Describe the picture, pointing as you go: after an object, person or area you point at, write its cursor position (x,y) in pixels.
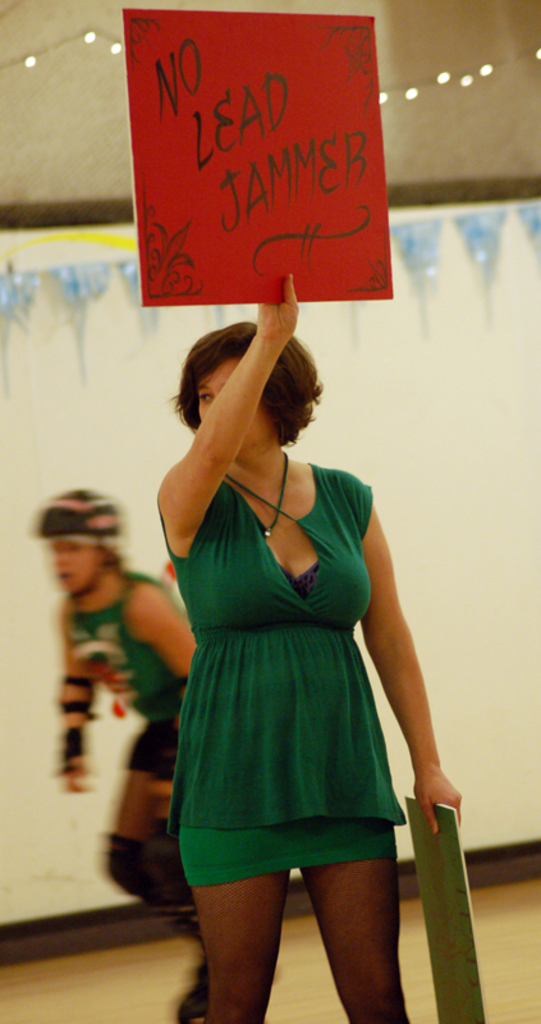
In this image, there is a person (376,604) standing and wearing clothes (313,702). This person (295,676) is holding boards (265,238) with her hands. There is an another person (172,787) in the bottom left of the image (136,771) wearing clothes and skating on the floor (118,987).
